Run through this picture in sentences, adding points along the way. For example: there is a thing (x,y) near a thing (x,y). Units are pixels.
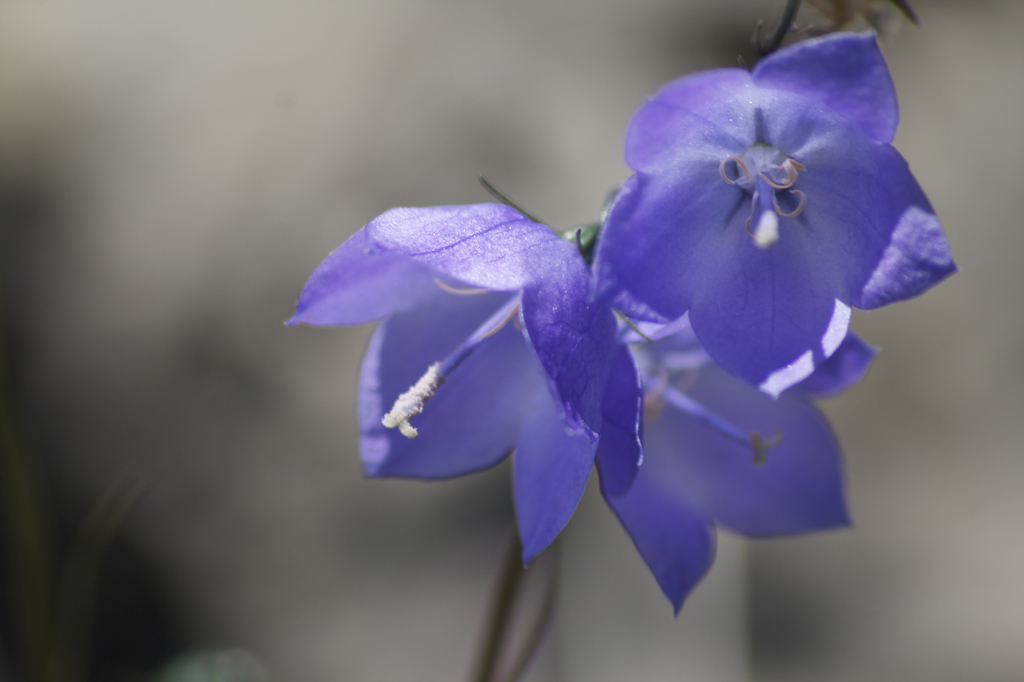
In this image we can see violet color flowers (430,242) and the background (424,89) is blurry.
